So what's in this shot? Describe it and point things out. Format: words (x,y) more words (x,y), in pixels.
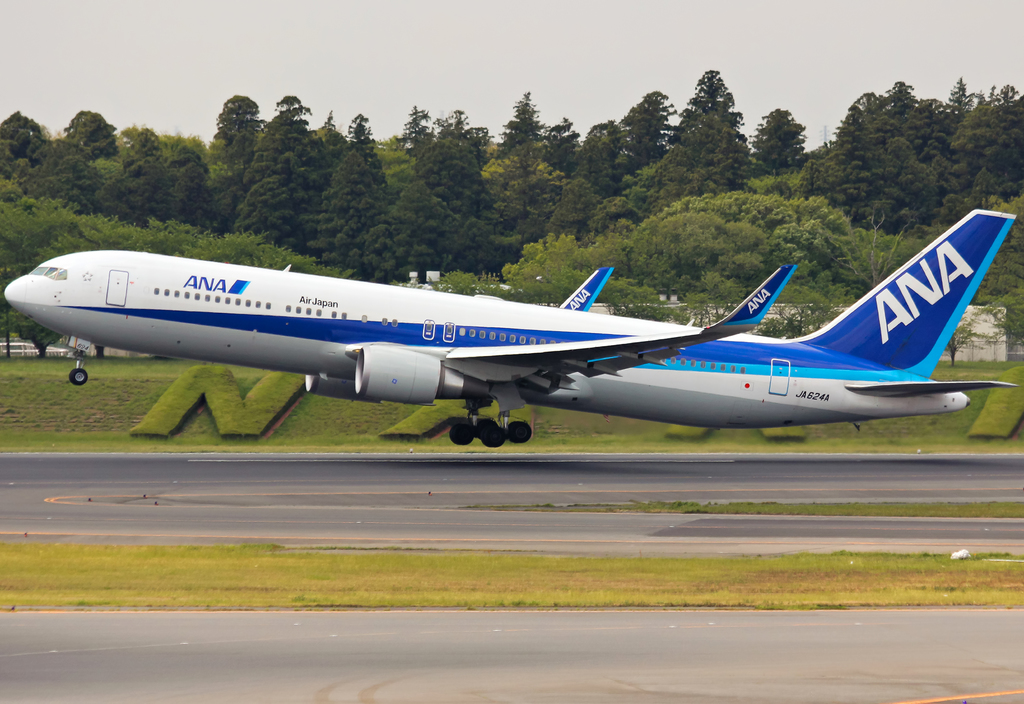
In the image there is an airplane (67,312) taking off on road (501,477) with grassland (963,596) on either side of it and in the back (261,179) there are trees (415,198) all over the image and above its sky (496,53).
